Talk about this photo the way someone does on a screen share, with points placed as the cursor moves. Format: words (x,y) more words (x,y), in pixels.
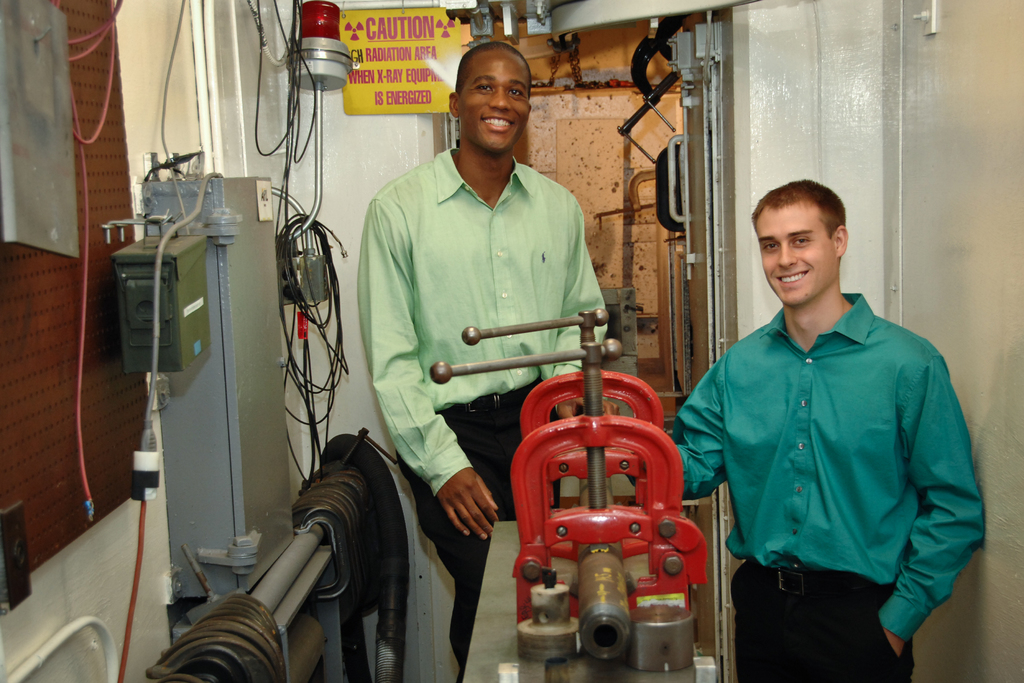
In this image I can see two people (578,264) standing in the machine room (698,307). There are some machines (222,547) and wires (315,306) and some boards (367,60) in this image.
